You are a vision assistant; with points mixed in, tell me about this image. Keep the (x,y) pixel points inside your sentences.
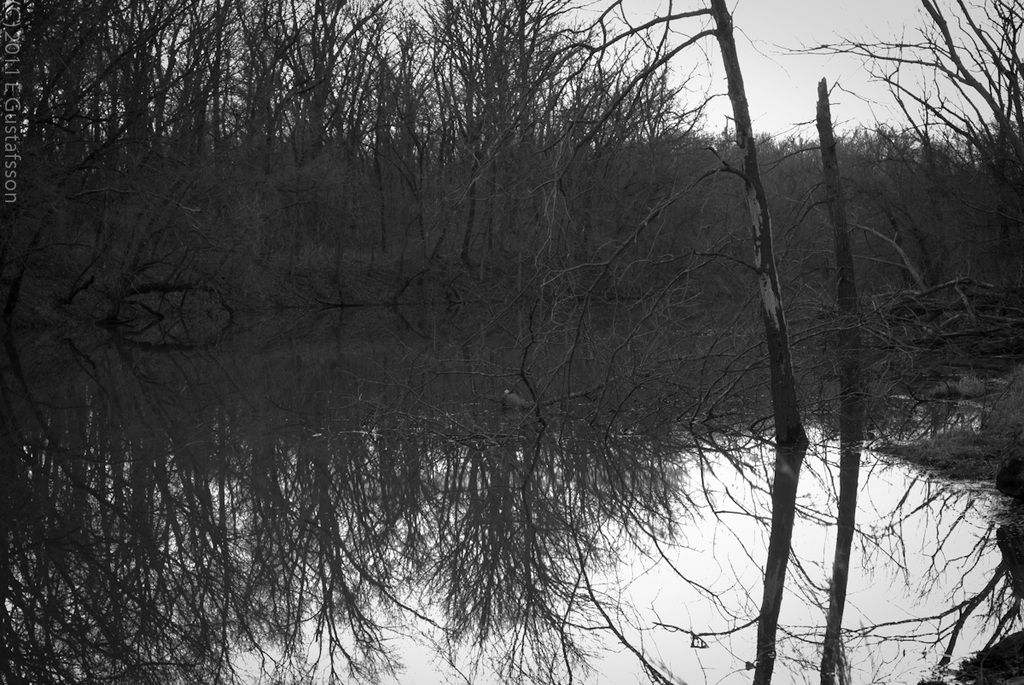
In this image, we can see some water (548,577). There are a few trees (744,172). We can also see the reflection (588,488) of trees (733,150) in the water (226,518). We can also see the sky (786,20) and some text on the top left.
